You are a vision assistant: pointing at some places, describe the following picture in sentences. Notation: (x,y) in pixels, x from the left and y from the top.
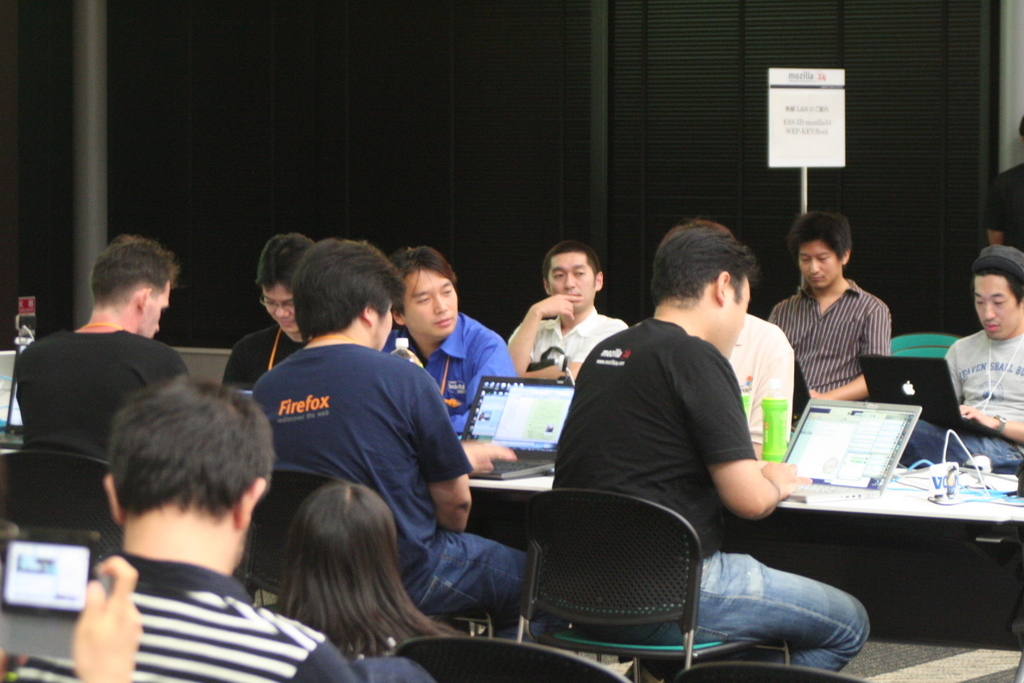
This is a meeting hall (548,380). many people (411,469) are sitting on chairs (548,577). in front of them there is table (921,489). On table (907,488) there are laptops (851,451), bottle (781,425). In the background (248,183) there is wall (776,179).
